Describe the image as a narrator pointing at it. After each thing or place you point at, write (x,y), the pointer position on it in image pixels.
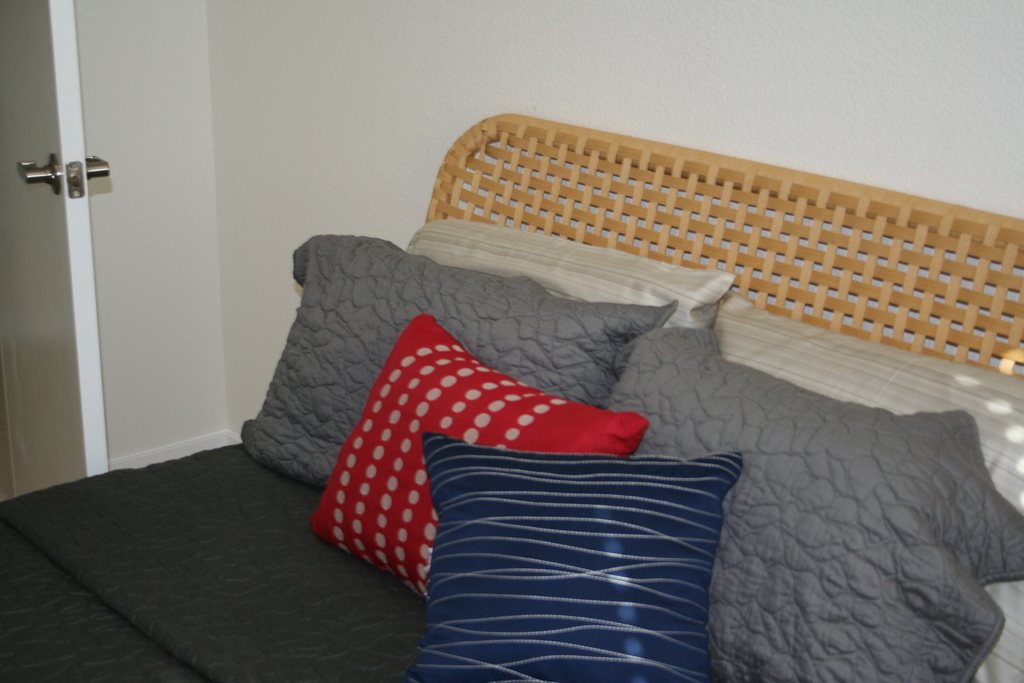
The image is inside the room (731,295). In there is a bed (32,557) on bed (39,549) we can see a blanket (180,552), pillows (499,516) on left (23,476) there is a door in background (661,64) there is a wall (849,117) which is in white color.
